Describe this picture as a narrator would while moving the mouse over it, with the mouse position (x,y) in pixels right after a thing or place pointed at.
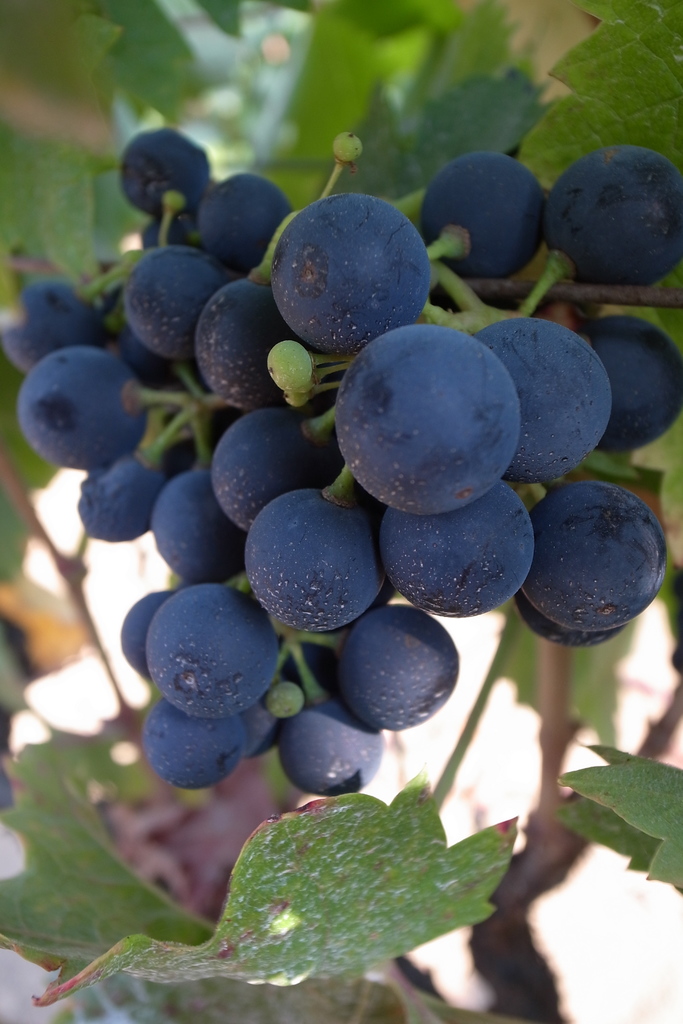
In this image I can see there are few fruits (365,422) attached to the stem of a plant (378,839) and there are few leaves (291,880) and the background of the image (141,118) is blurred.
